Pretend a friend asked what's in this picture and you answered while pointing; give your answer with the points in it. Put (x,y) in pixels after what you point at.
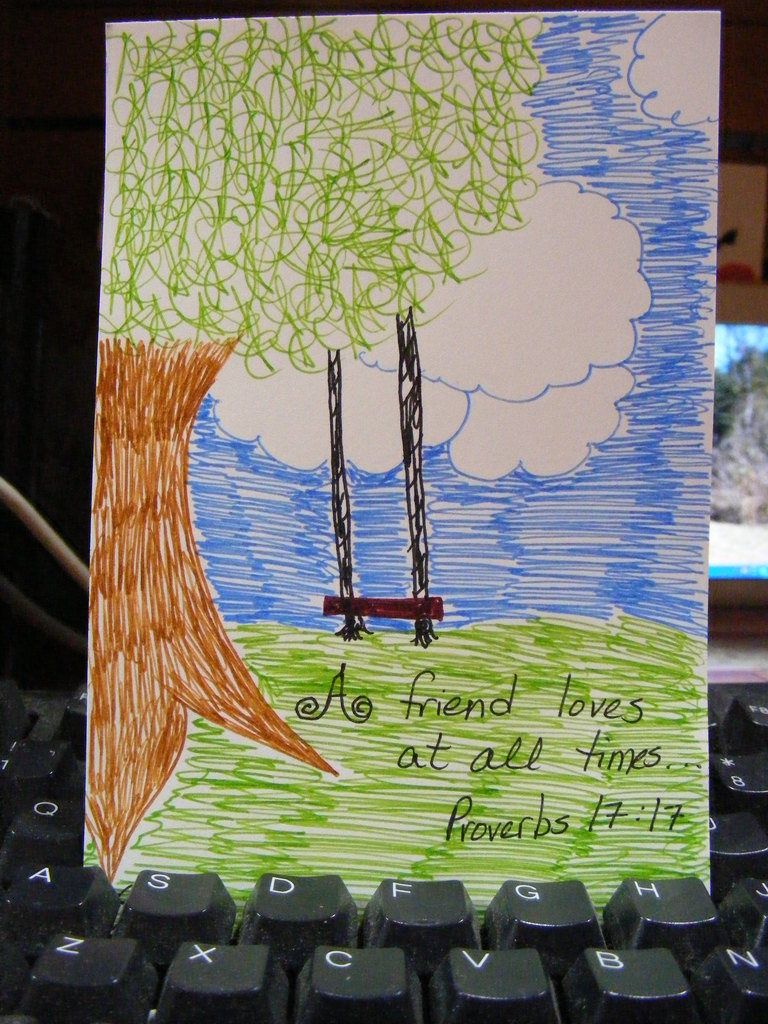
At the bottom of this image (290,940) there is a keyboard (213,944) on which there is a paper (289,451) which consists of painting (414,502) and some text (464,745). On the right side (727,419) there is a screen (730,466). In the background (730,217) there are few objects (739,209) in the dark.
